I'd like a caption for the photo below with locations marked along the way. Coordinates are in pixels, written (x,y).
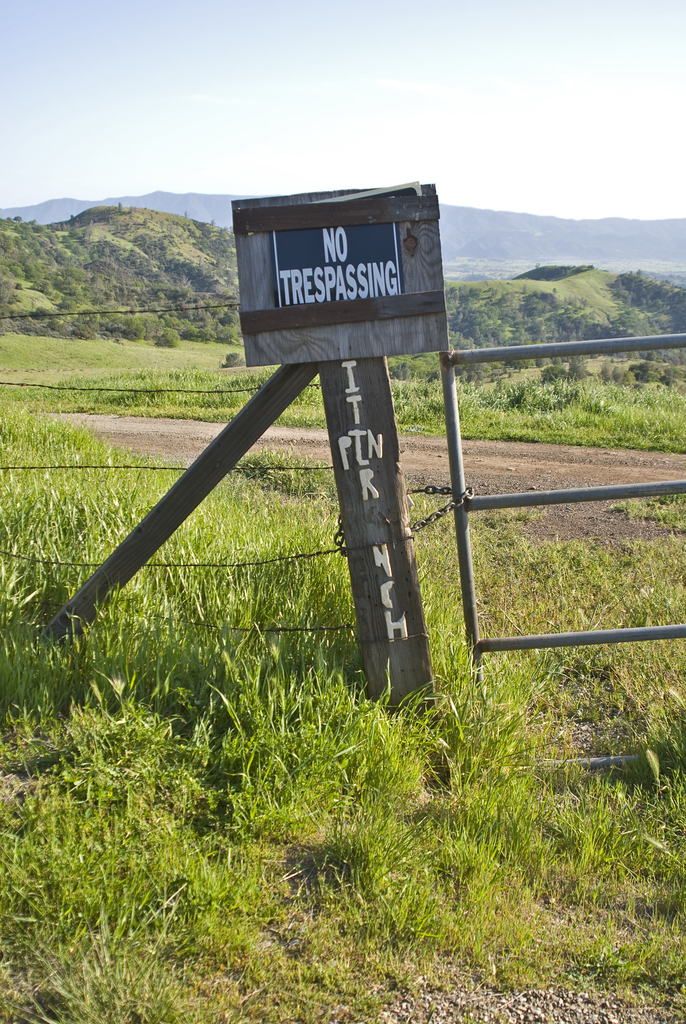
In this image in the front (332,817) there is grass (332,817) on the ground (332,817) and in the center (343,375) there is a railing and there is a board (329,326) with some text (351,377) written on it. In the background (147,232) there are trees (558,328), mountains (182,201) and the sky (391,118) is clear.
